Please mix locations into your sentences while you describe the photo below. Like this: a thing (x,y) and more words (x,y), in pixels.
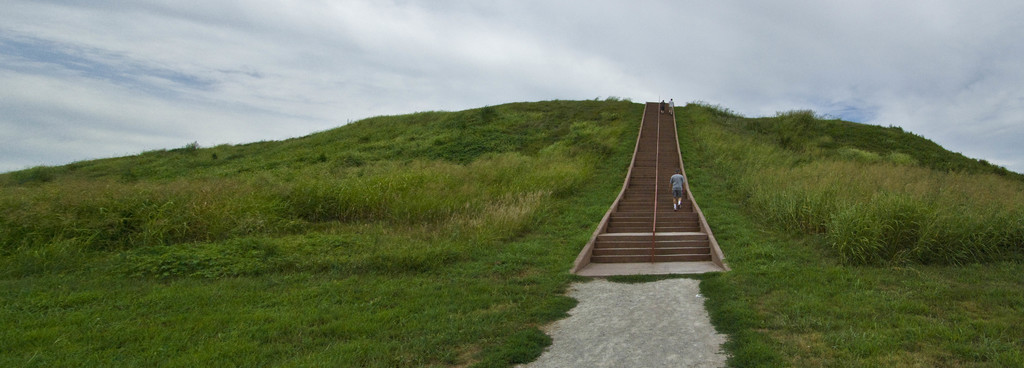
In this image I can see green grass (596,205), stairs (651,210) and on it I can see few people (671,103) are standing. In the background (366,84) I can see clouds (347,76) and the sky (98,56).
